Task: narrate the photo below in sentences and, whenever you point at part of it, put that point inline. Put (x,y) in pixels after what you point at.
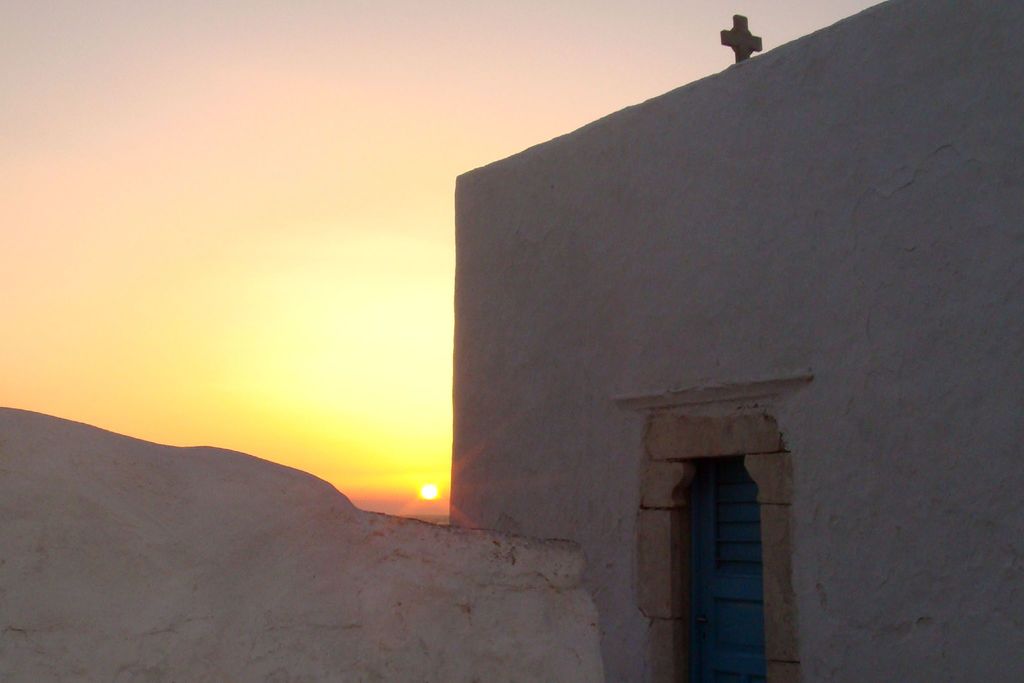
In this picture I can see the church (681,361). At the bottom (707,645) there is a blue color door (701,618). In front of the door (716,613) I can see the wall (433,628). In the top right (733,38) there is a cross mark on the roof (816,42) of the building (827,44). In the background (439,452) I can see the sun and sky (331,369).
